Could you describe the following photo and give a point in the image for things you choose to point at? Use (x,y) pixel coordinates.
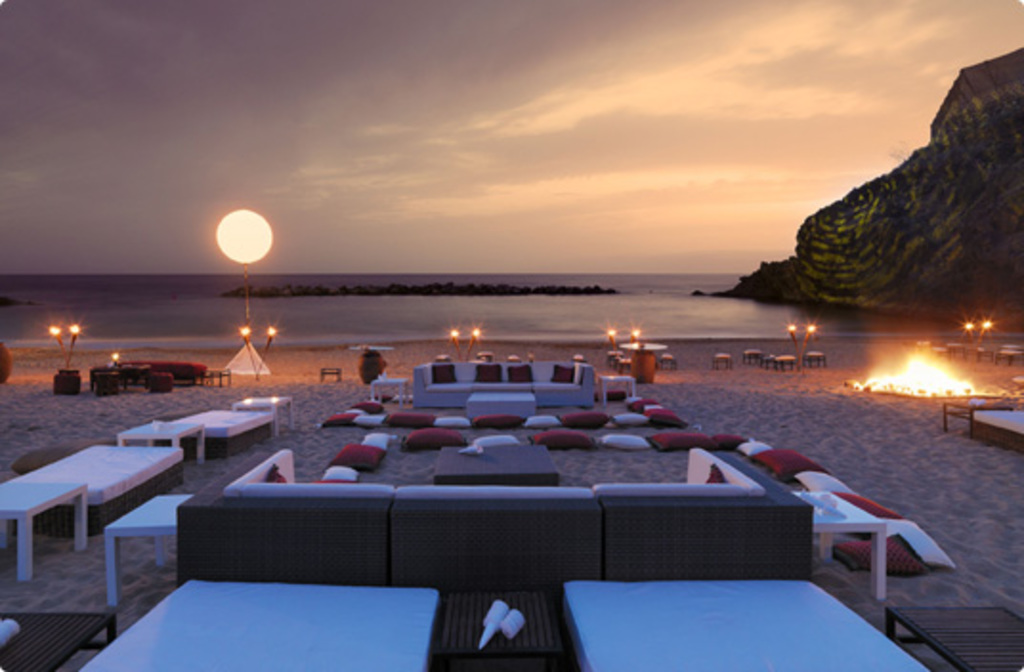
In this image we can see tables (159,500), sofas (447,567) and cushions (692,439) placed on the seashore (48,352) and there are lights (57,326). In the background (460,314) there is a sea (474,297), hills (906,275) and sky (544,170).
